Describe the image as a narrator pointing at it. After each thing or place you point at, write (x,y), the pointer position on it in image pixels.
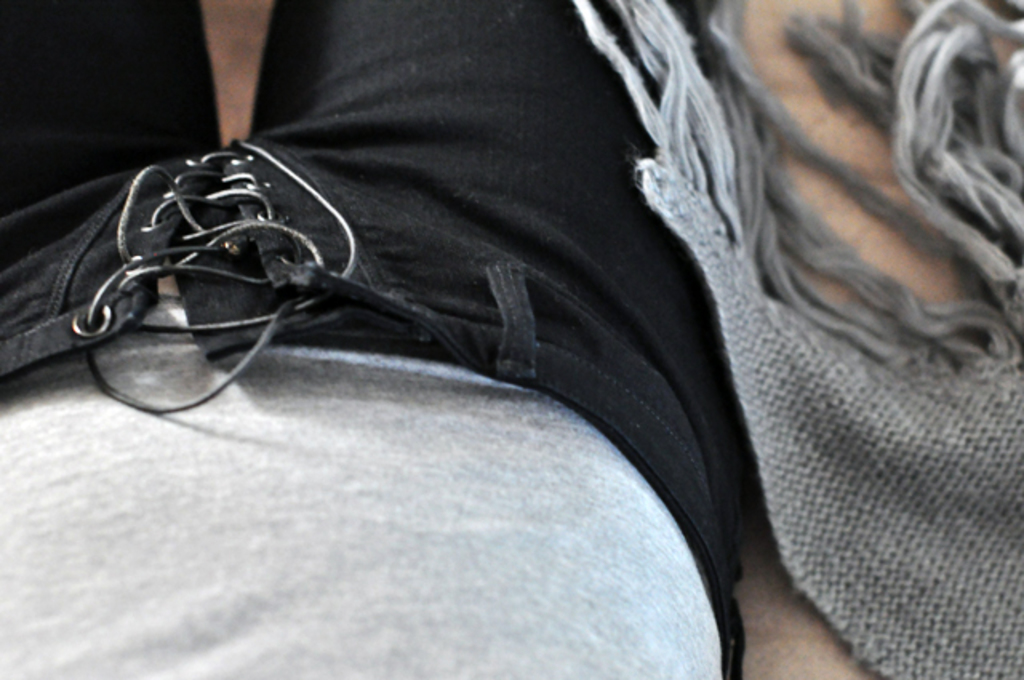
In this image on the left side (167,321) there is one person (419,266), and on the right side (826,342) there is a cloth (799,462).
